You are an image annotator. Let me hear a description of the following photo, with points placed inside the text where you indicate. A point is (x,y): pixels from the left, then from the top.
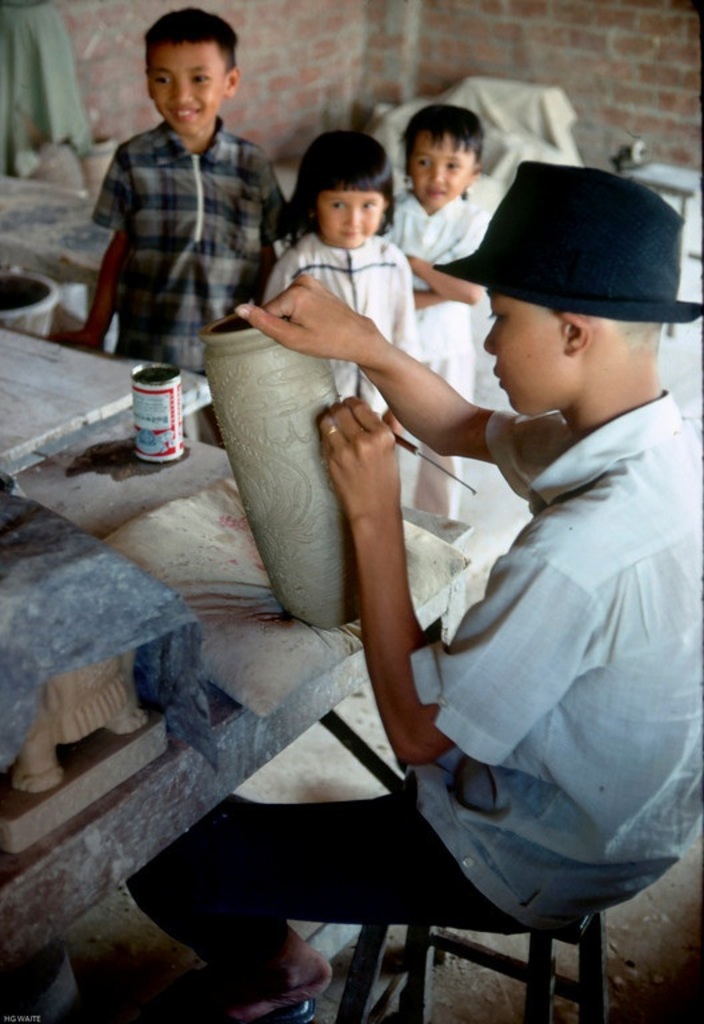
In this picture there is a boy (446,699) who is carving on the right side of the image (545,383) and there are children (280,230) at the top side of the image (169,302).
